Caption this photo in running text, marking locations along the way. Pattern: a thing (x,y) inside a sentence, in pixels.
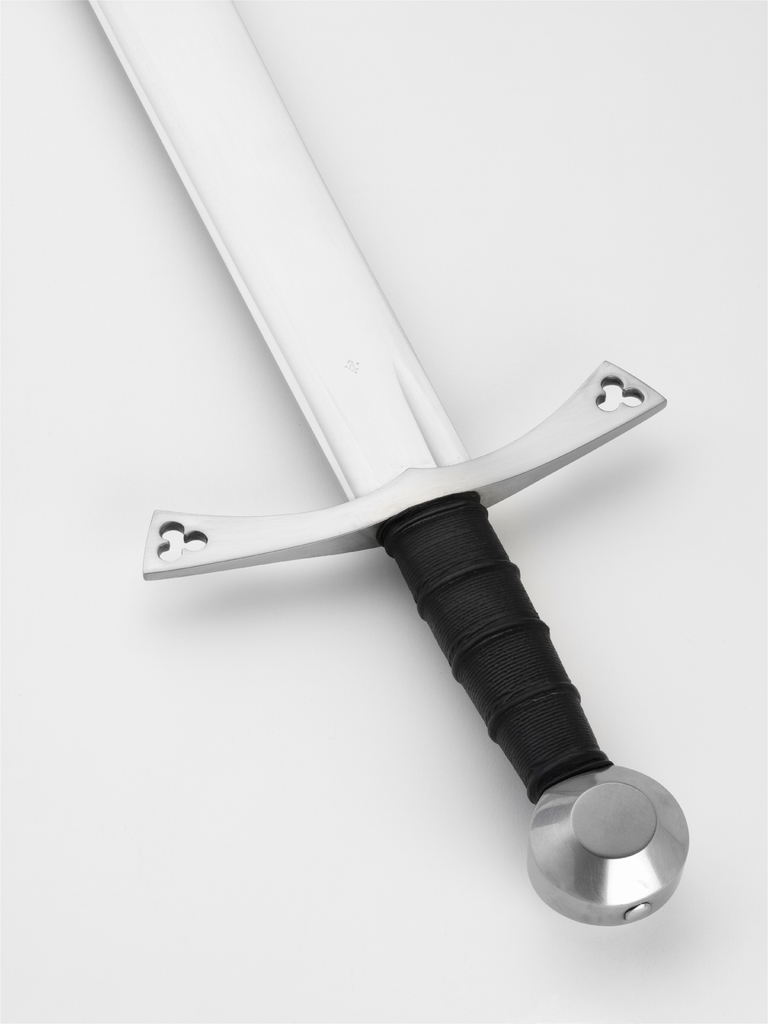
In this image there is a sword (435,536). The background (63,760) is white.
